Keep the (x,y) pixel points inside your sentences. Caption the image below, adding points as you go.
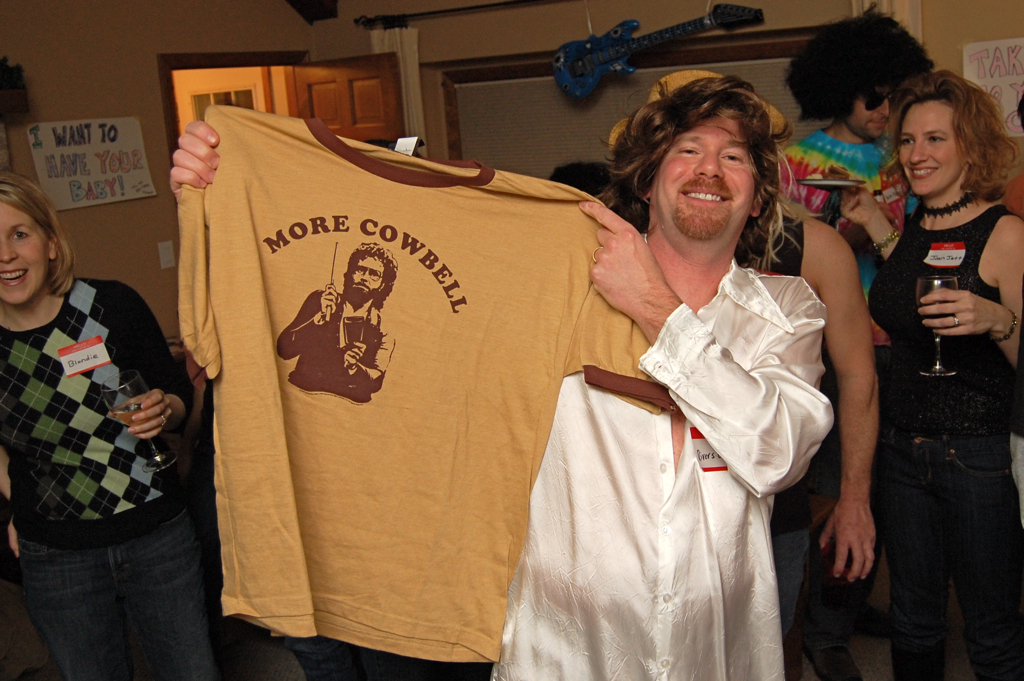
In the image we can see there are many people (903,436) standing, wearing clothes (590,503) and they are smiling. We can even see there are few people (143,364) holding, wine glass (928,313) in hands (928,298). Here we can see the guitar (648,40), wall (59,72) and poster (88,172) stick to the wall (86,73) and the door (335,115).
